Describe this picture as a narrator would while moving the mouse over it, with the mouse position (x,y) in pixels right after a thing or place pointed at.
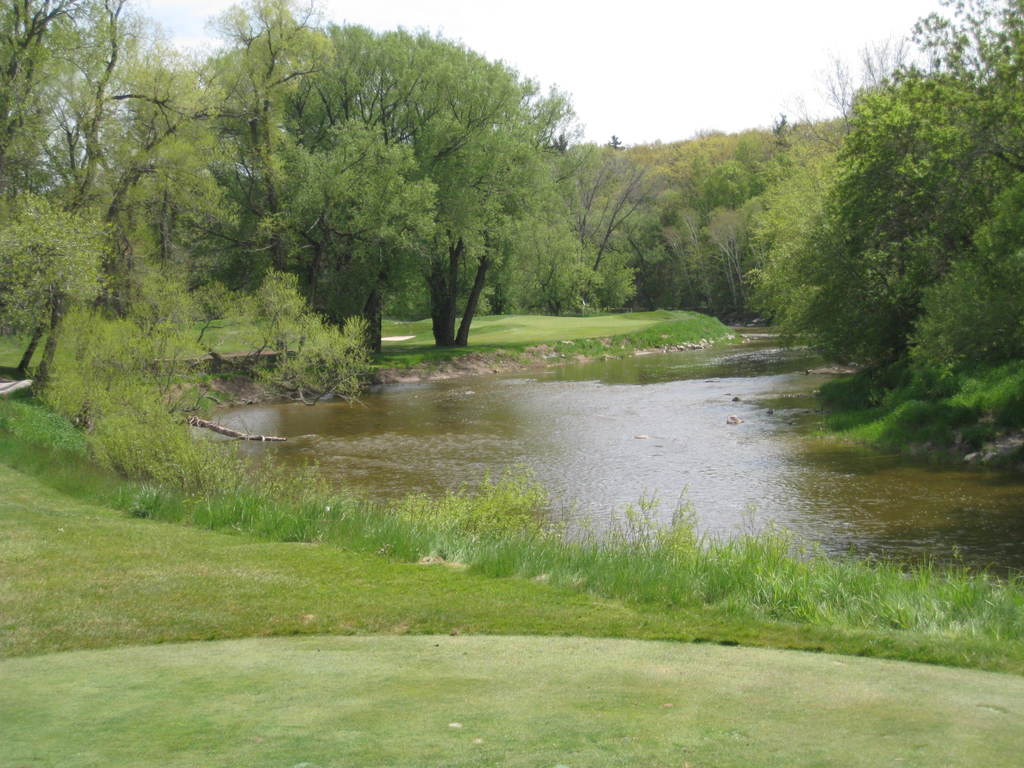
In the picture I can see a greenery ground (517,603) and there is water (592,468) in front of it and there are trees (479,207) on either sides of it.
